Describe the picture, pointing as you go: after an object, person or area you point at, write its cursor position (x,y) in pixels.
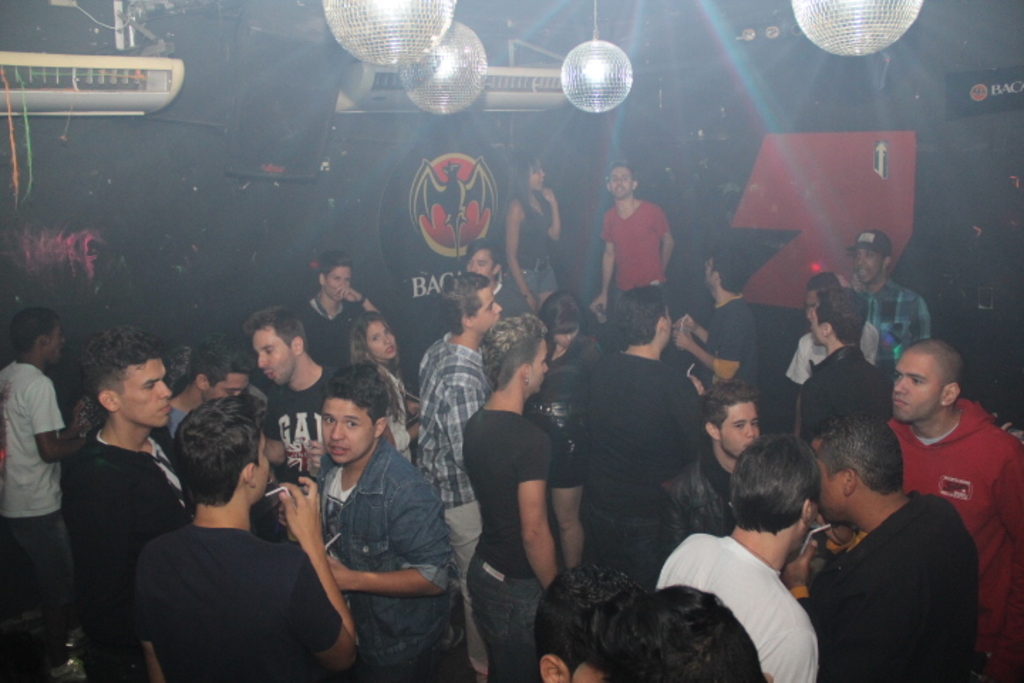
In the picture I can see many people (244,473) are standing on the floor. Here we can see the wall (662,201) on which we can see some images (81,244), I can see air conditioners (84,92) fixed to the wall (84,137) and we can see the ceiling lights (401,2) in the background (442,59).
